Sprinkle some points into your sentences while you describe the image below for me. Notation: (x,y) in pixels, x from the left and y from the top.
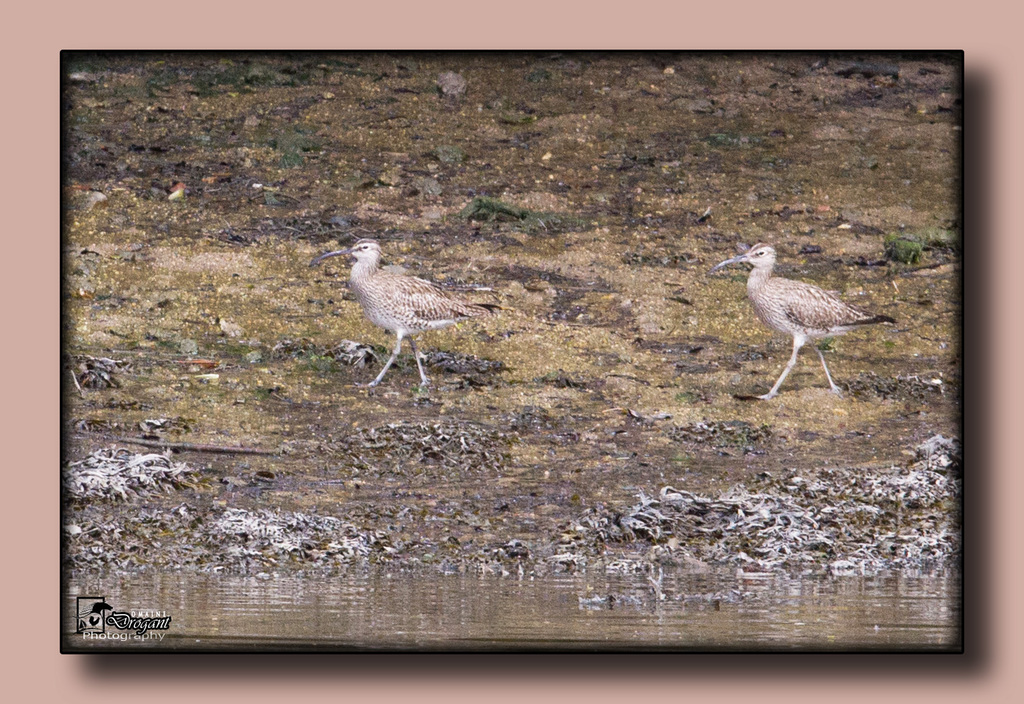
This image looks like a picture frame with water (935,602) at the bottom (132,597). There are two birds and dry grass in the foreground (757,432). There is a mudflat (931,419) in the background (556,93). And there is some text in the left bottom corner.
